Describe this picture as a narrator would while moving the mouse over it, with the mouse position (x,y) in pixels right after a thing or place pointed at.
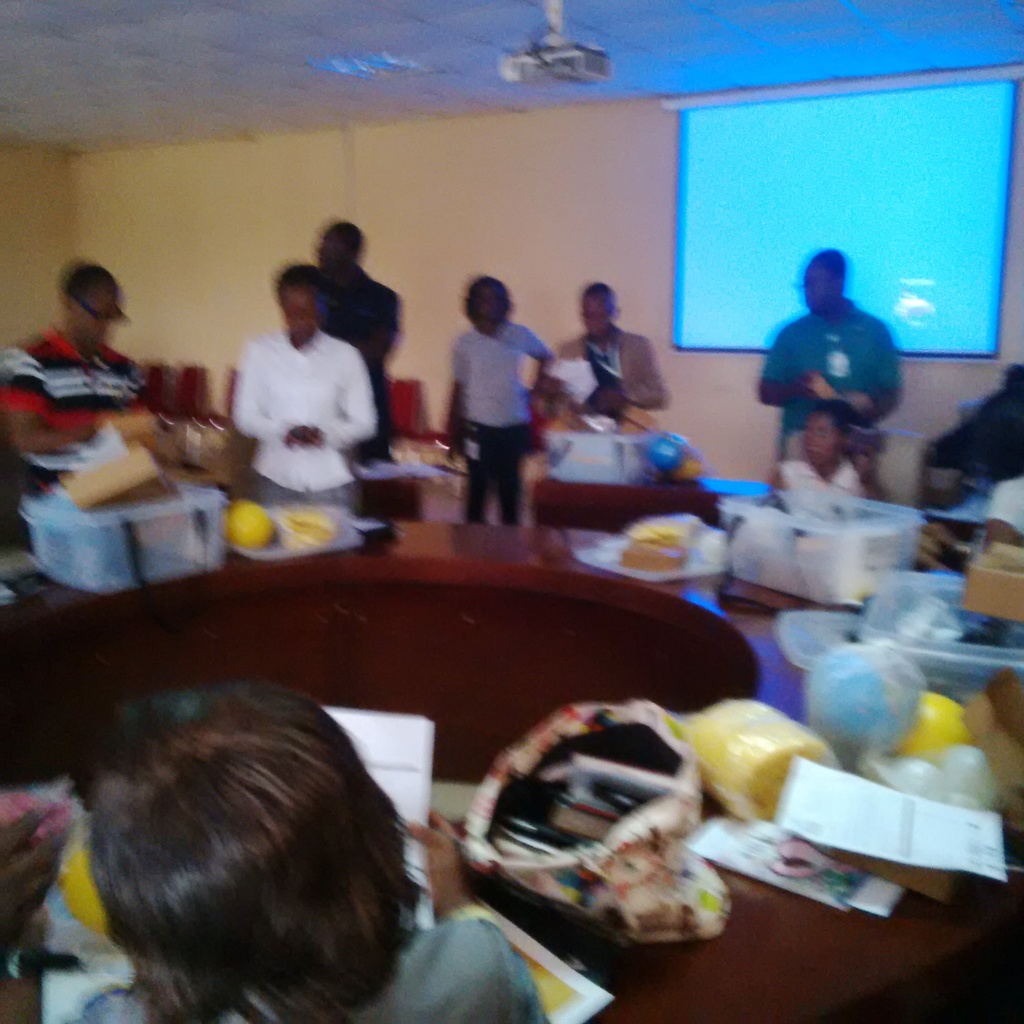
In this image we can see a few people (298,872), in front of them there is a table (400,542), on that we can see some boxes (130,485), papers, and some other objects (659,534), there is a projector (529,76), and there is a screen (935,187) on the wall (430,258), and the picture is blurred.
